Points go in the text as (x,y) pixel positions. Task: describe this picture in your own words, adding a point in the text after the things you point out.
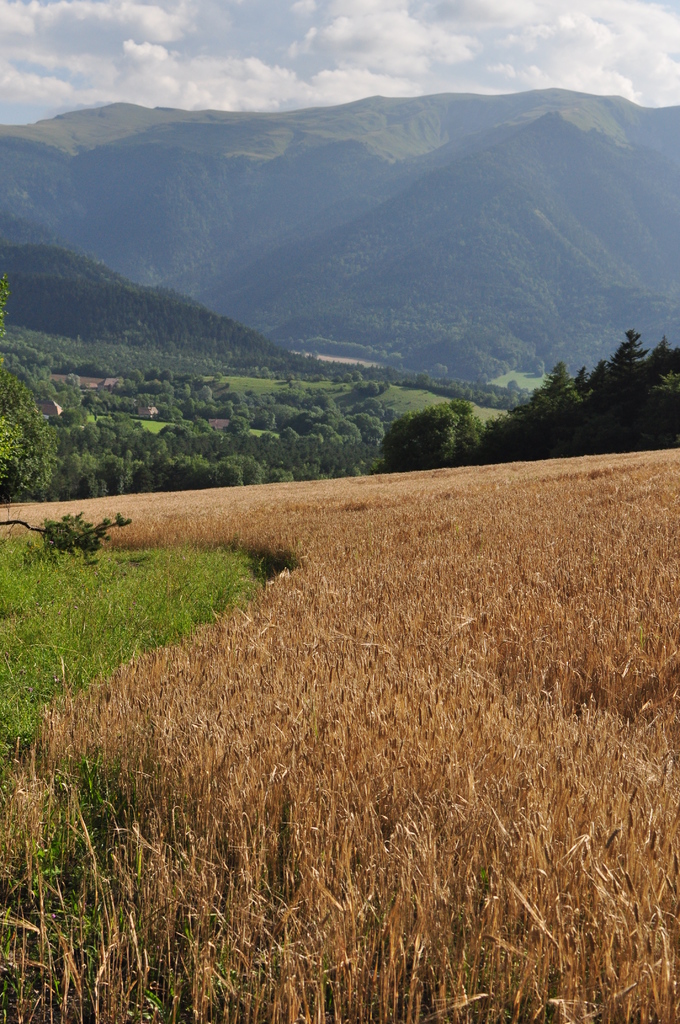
In this picture we can see there is green and dry grass (349,638), trees (341,473), hills (256,206) and the sky (15,53).
